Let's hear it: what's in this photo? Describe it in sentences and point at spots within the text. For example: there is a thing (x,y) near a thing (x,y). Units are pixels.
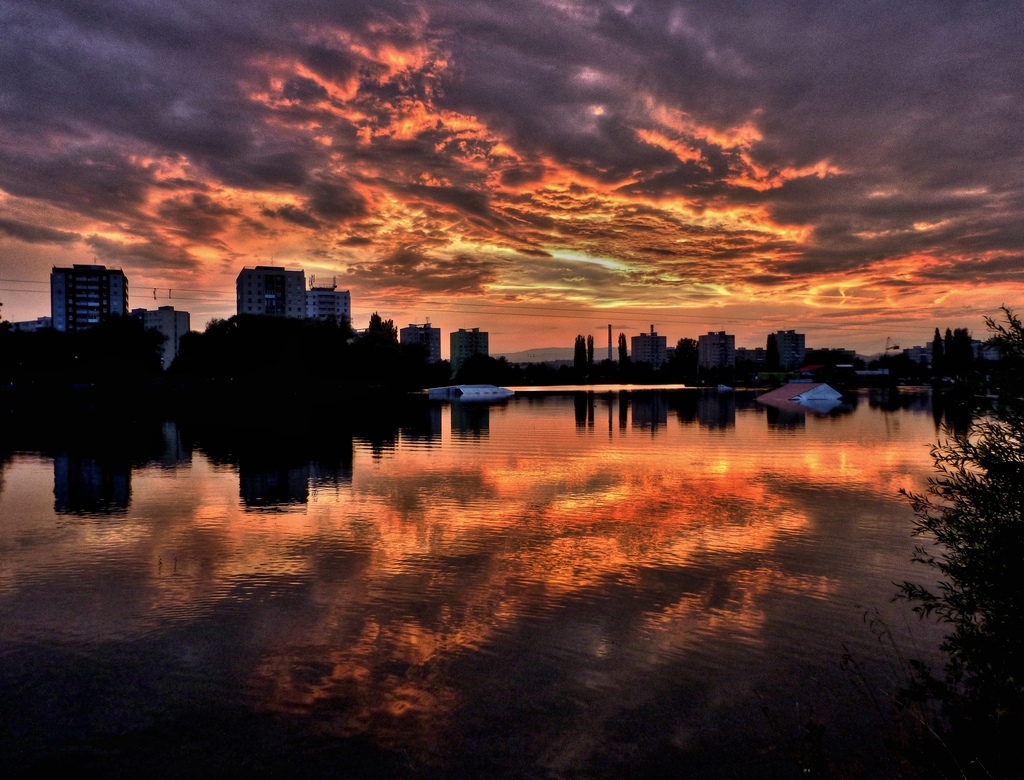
In this picture we can see many buildings (65,306) and trees (106,340). In the background (530,359) there is a crane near to the building (655,351) and mountain (558,352). At the top (685,23) we can see sky (745,171) and clouds (592,54). At the bottom (643,613) we can see water (658,562).
